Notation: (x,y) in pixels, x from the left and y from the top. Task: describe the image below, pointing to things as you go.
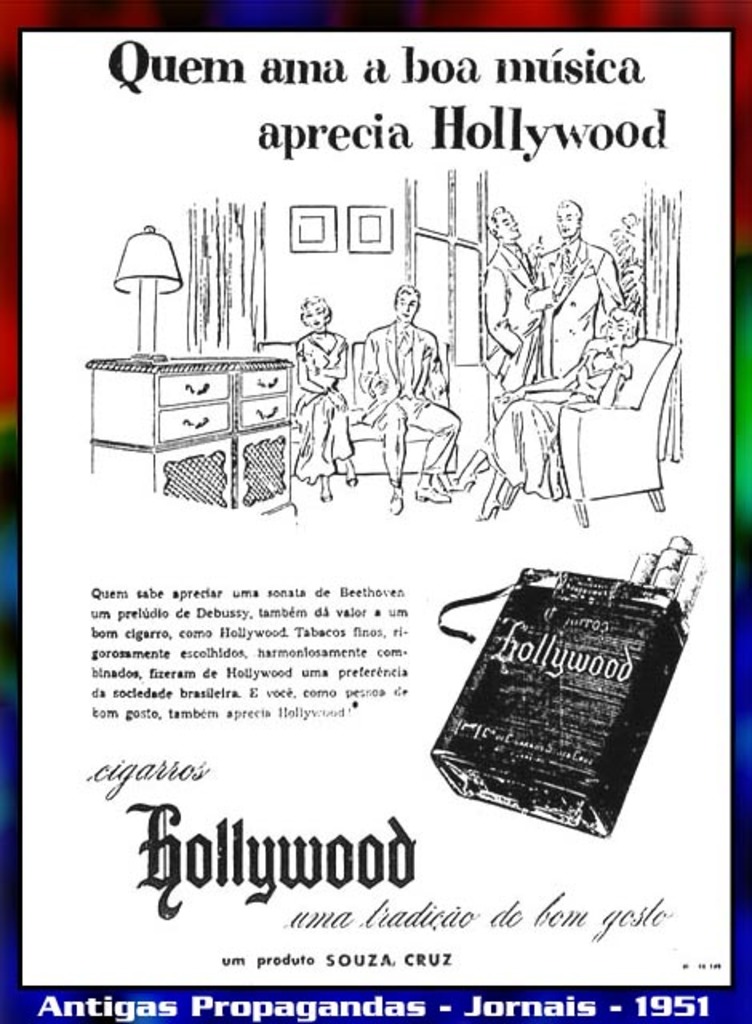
In this picture we can observe sketch (323,411) of some people (398,370) sitting and standing in this room (472,271). We can observe a lamp (158,260) on the desk (179,445). There is some text (195,693) in this picture. We can observe red, blue, green and black color border (44,20) in this picture.
